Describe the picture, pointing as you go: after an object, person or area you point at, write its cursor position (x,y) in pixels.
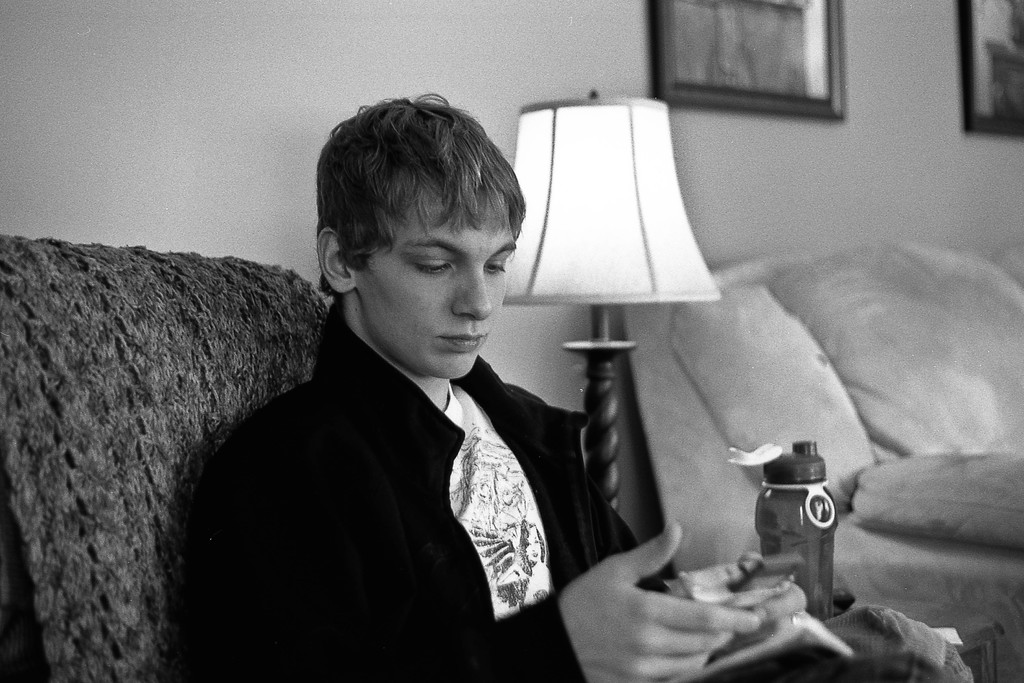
In this image I can see a man (428,402) is sitting. The man (414,393) is holding some object (719,591) in hands (720,612). Here I can see a light lamp (665,297), bottle (816,550) and a sofa (899,475). I can also see a wall (768,133) which has photos (797,63) attached to it. This picture is black and white in color.
